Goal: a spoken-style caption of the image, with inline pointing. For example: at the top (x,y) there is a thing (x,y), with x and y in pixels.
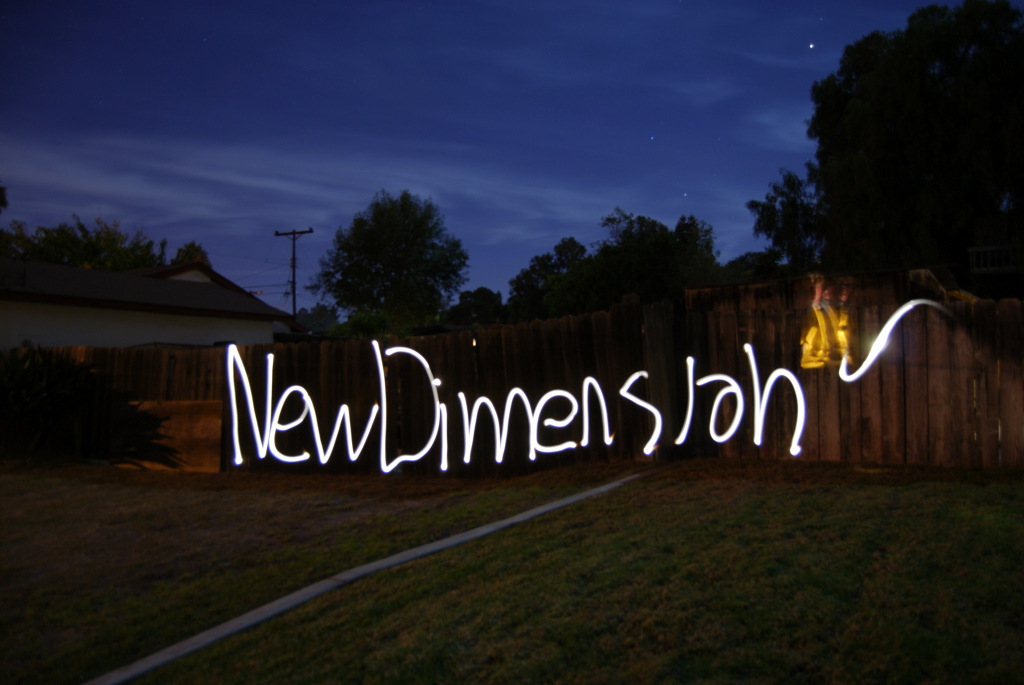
In this image there are few trees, a wooden fence (303,380), grass (241,590), a house (189,303), an electric pole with cables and some stars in the sky (281,224).
